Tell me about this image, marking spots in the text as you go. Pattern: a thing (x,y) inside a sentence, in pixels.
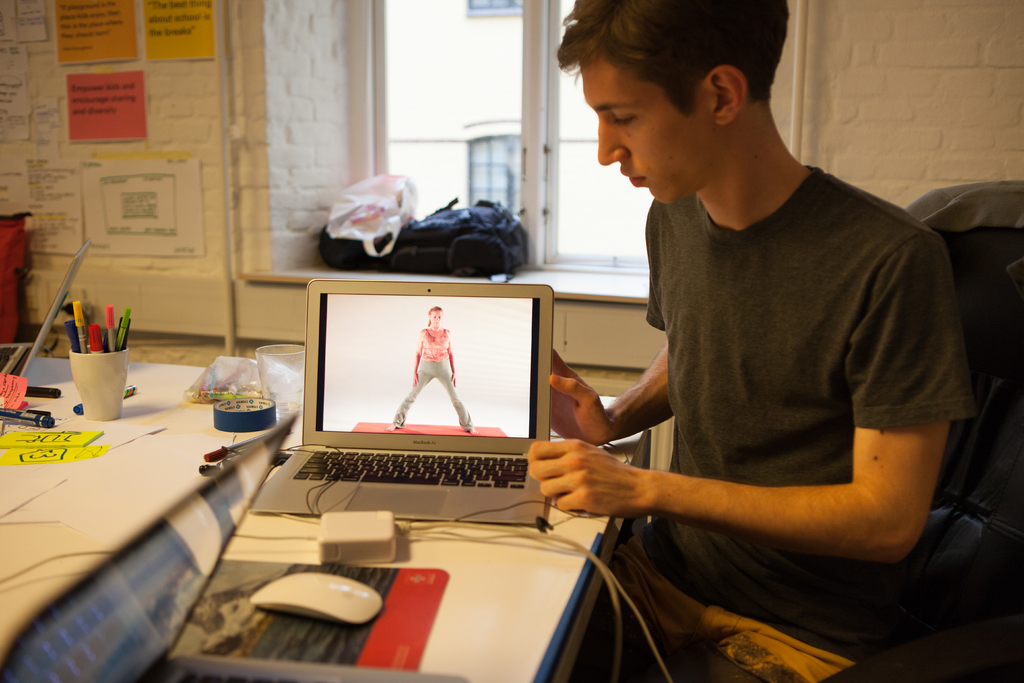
It is a room (140,11), a man (834,279) is sitting on a chair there is a table (472,660) in front of him and on the table (475,642) there is a laptop (485,502), a mouse (315,583) and also an adapter (365,560) he is holding the laptop (518,392) with his both hands (603,496), beside the laptop (363,396) there are some stationary items (232,427) like pens (121,341), sticky notes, plaster (221,406) there is also a glass (272,393). In the background (170,239) to the wall (171,124) there are some posters (97,19) stick to it beside the wall (340,162) there is a window (424,152) and in front of the window (436,193) there is a bag (394,202), in the background (453,92) there is a building (444,79).
